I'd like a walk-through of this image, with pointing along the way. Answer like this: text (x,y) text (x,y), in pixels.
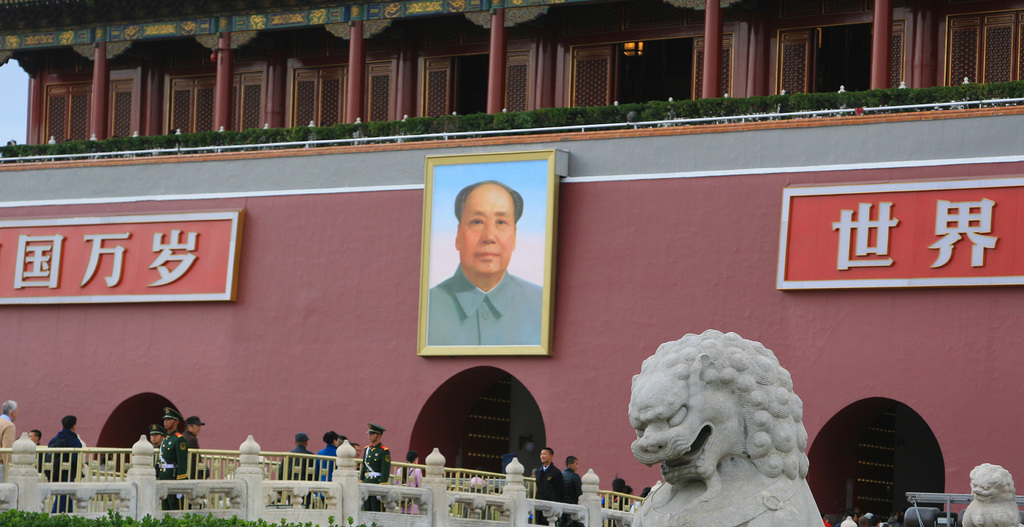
In this image we can see there are boards (128,253) and photo frames (441,317) attached to the building (397,398). And there are people (388,452) walking on the ground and there is a sculpture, grass (233,523), fence (336,486) and the sky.
